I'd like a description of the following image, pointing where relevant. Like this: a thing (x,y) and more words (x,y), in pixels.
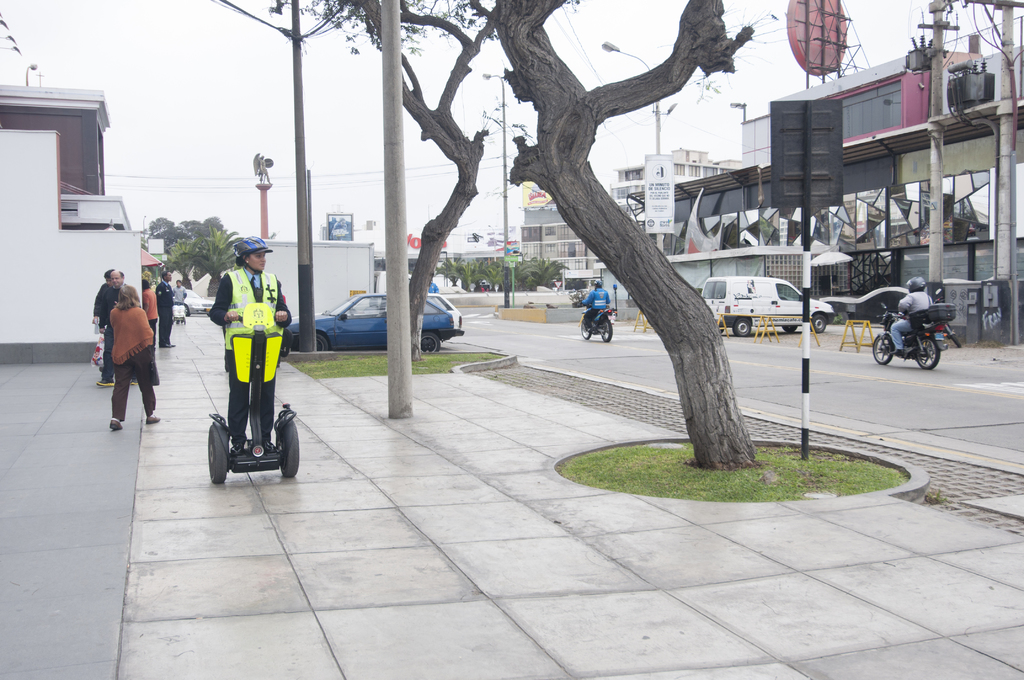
In this image there is a road (841,388) in the middle (632,328), on the road (857,385) there are few vehicles (819,315), sign boards (532,186), poles (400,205), beside the road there are few buildings (973,193), on the road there are two persons (597,301) riding on motorcycle (930,347), on the left side (326,418) there is a foot path (363,406) on which there are poles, trees (633,276), vehicles (296,339), persons (145,330), at the top (239,72) there is the sky (369,56).
